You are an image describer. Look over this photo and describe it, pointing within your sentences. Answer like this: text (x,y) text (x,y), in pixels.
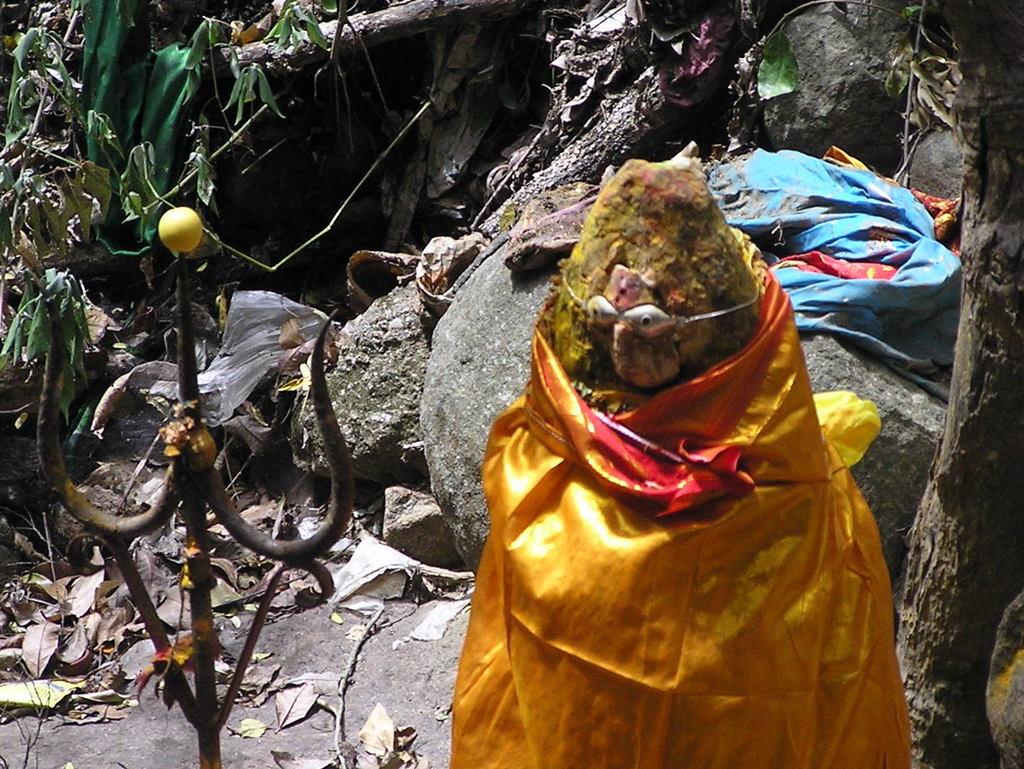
In this image we can see a statue (551,472) wrapped with cloth (558,457), iron rods (195,610), shredded leaves (225,666), rocks (405,379) and plants (275,33).
